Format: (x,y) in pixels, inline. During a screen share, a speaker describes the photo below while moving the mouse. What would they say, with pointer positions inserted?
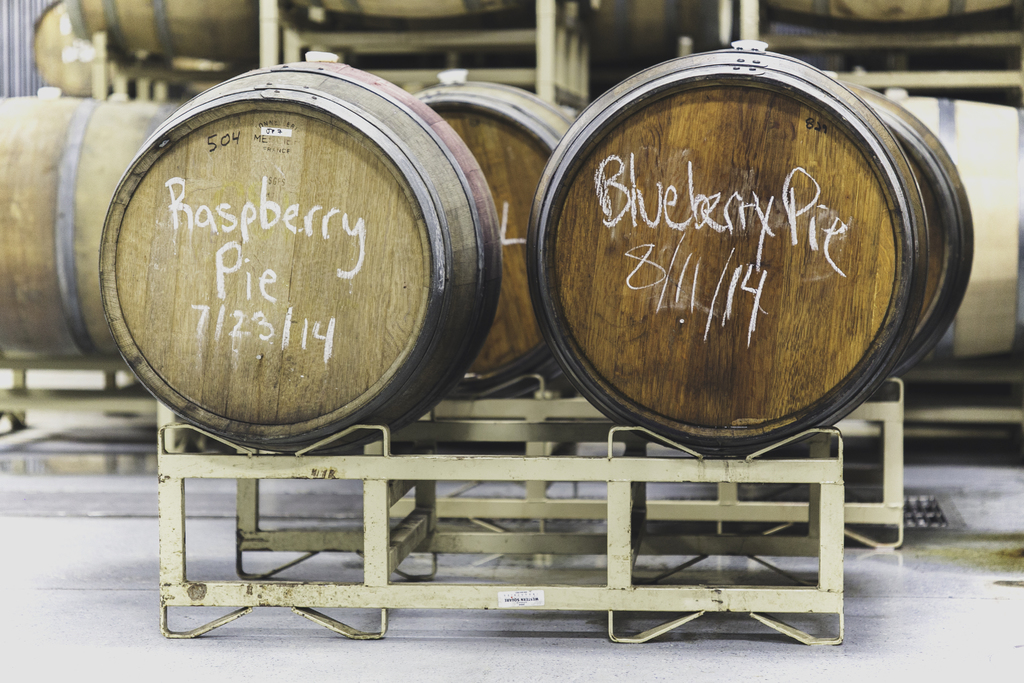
This picture consists of barrels (326,216) in the image.
